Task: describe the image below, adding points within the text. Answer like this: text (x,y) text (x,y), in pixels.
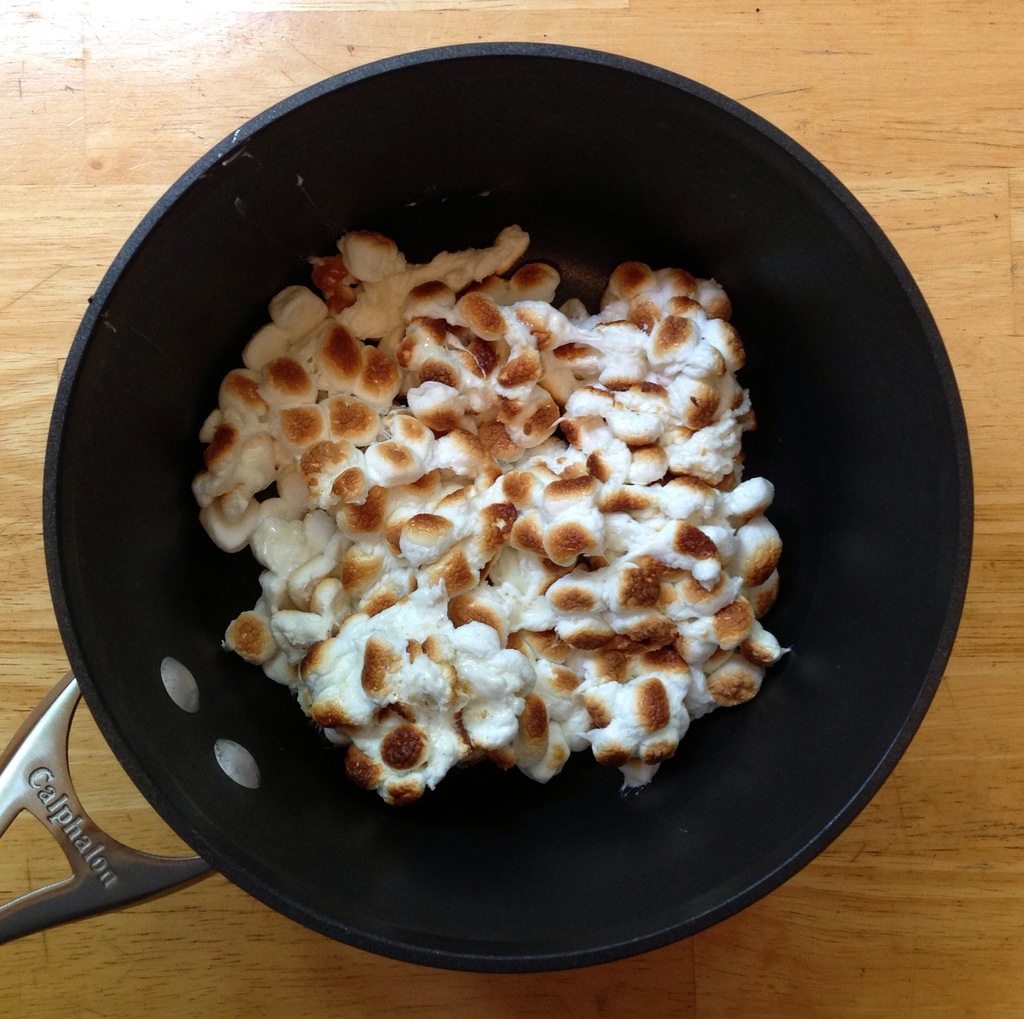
There is a pan (266,229) with some food item (345,456) on a wooden surface (956,801).
